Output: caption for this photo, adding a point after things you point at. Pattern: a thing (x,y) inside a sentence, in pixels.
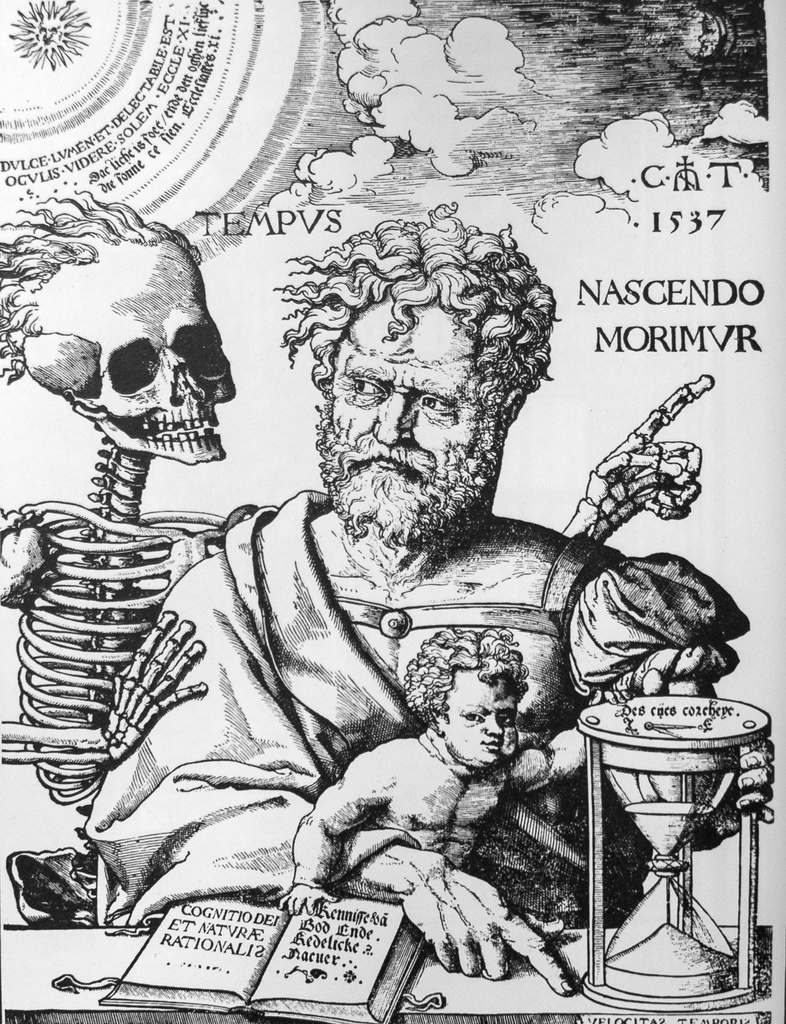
This image consists of a poster (419,793) with a few images (443,629) and there is text (676,327) on it. At the bottom of the image (94,988) there is a table (478,994) with a book (236,953) and a sand timer (644,877) on it. At the top of the image (403,65) there is a sky (444,83) with clouds (359,60). In the middle of the image (345,600) there is a man (432,598), a kid (396,814) and a skeleton (135,353).
